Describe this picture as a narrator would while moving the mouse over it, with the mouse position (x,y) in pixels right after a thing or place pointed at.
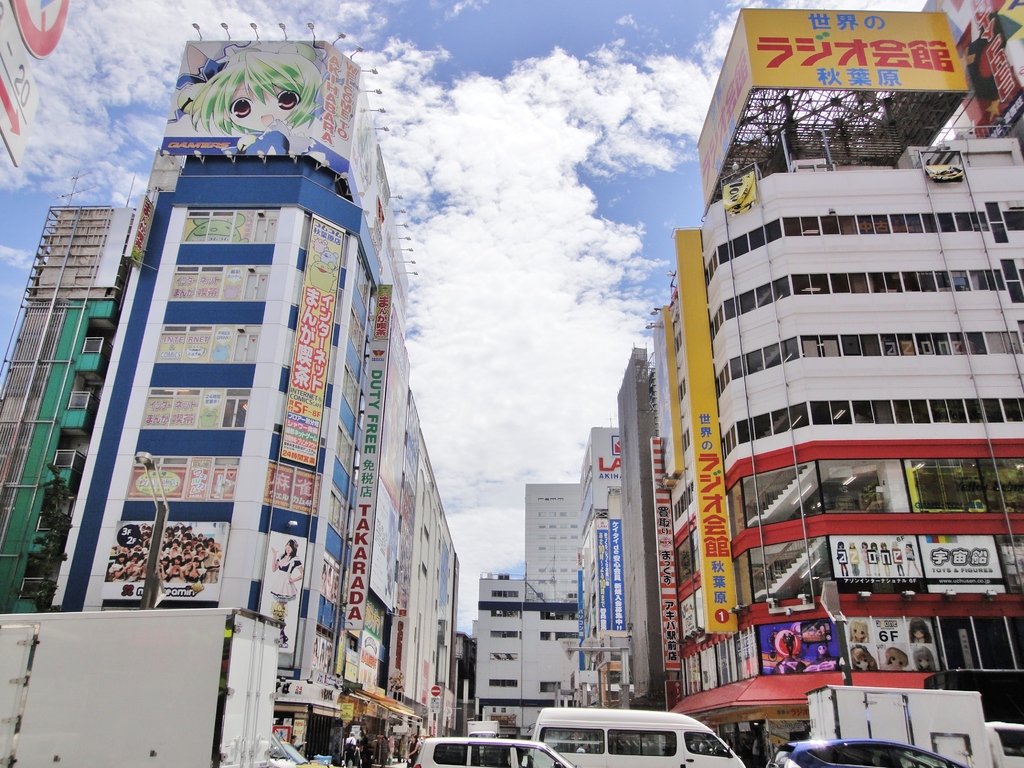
In this image we can see a few buildings (336,359), there are some boards (266,68) with text (380,375) and images (387,411), also we can see some poles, lights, vehicles (533,736), windows (581,748), posters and people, in the background (551,398) we can see the sky (551,397) with clouds (551,397).
